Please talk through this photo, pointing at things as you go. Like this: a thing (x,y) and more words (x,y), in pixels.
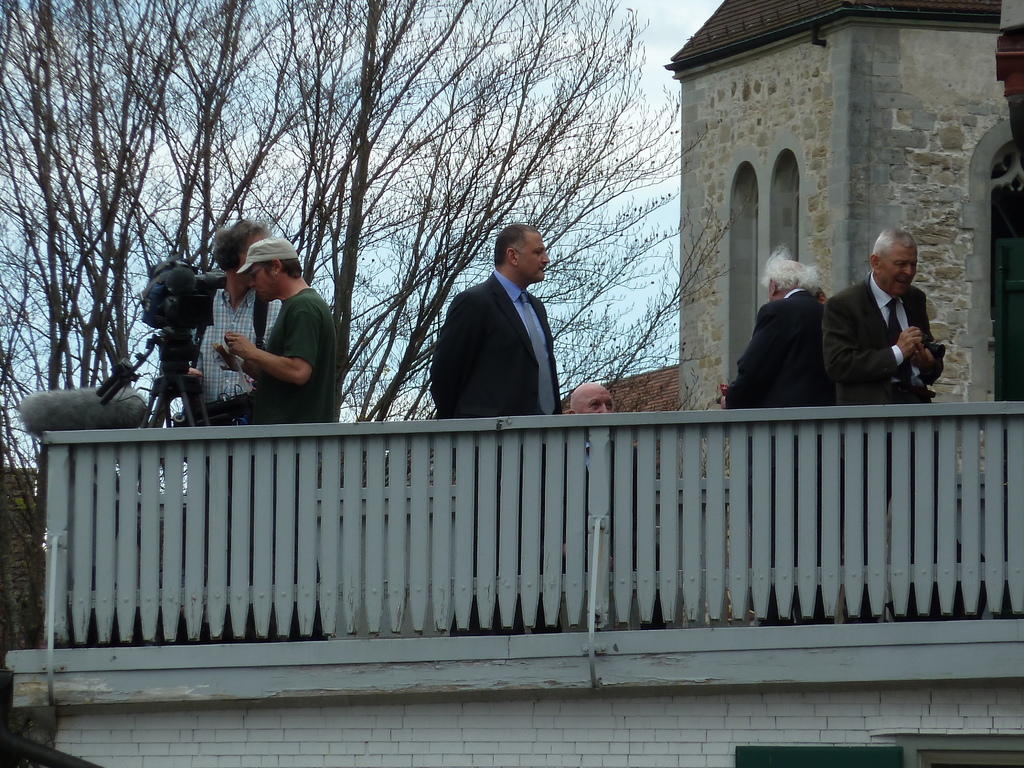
In the center of the image (403,426) we can see the sky (149,330), clouds (672,325), trees (356,207), one building (687,333), wall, fence (824,498), stand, camera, ash color object (42,402), few people (295,337) are standing, one person (576,396) is sitting and a few other objects (843,749). Among them, we can see one person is wearing a cap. And we can see a few people (767,338) are holding some objects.
